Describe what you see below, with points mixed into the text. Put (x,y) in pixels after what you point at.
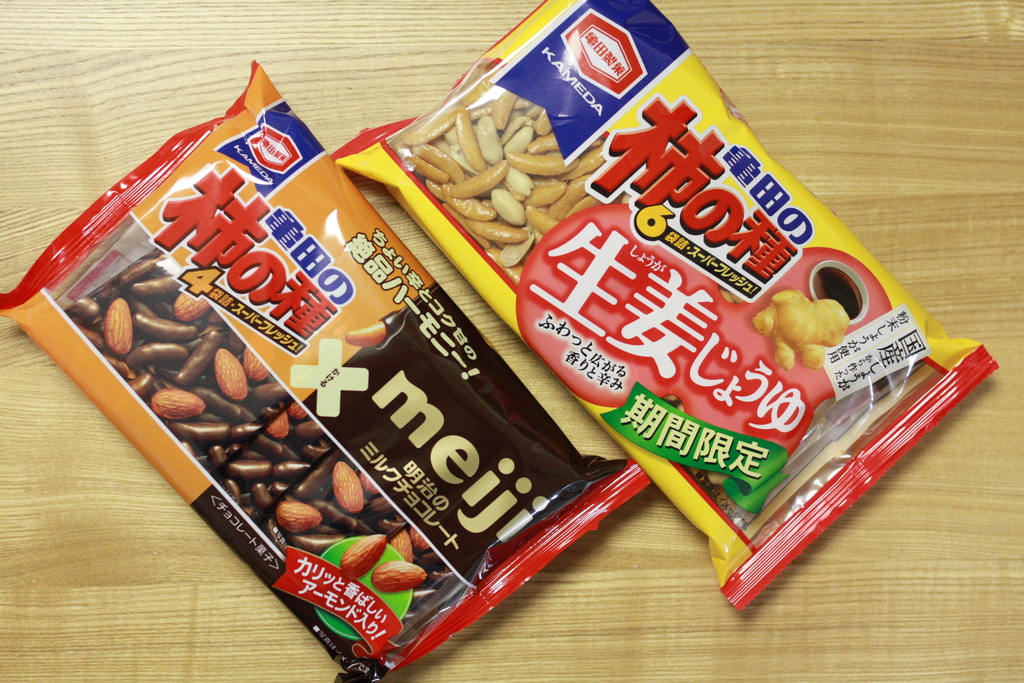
In the image we can see there are food item packets (435,422) kept on the table (153,590) and its written ¨Meiji¨ on the plastic cover packets (405,506).
